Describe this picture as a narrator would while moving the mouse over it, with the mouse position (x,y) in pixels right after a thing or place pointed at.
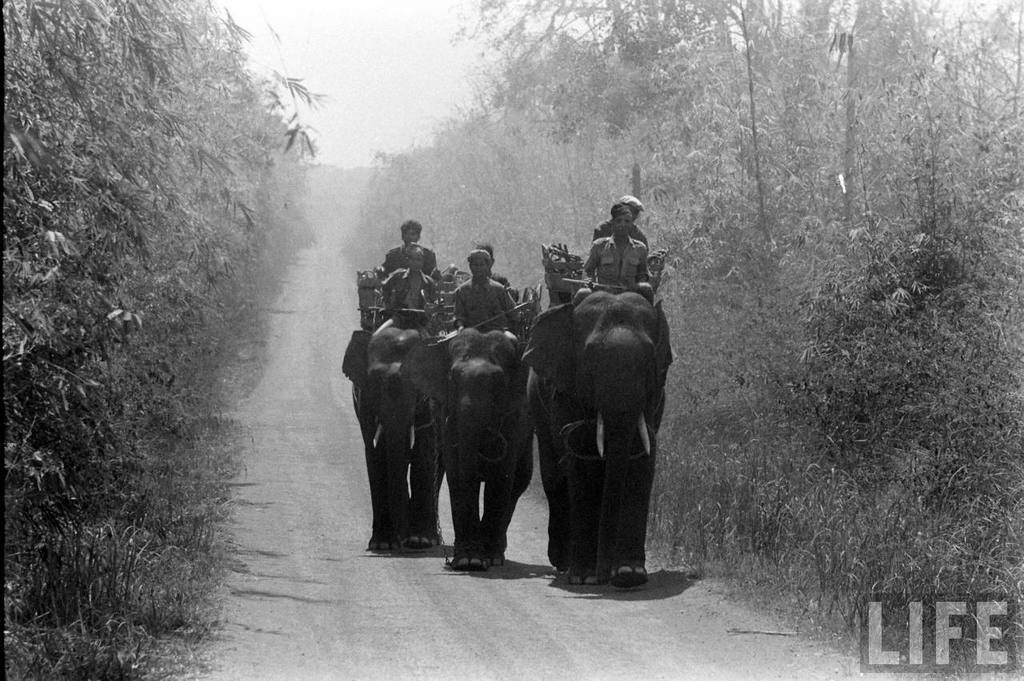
In the center (632,232) we can see few persons (410,234) were sitting on the elephant (483,459). In the background (500,138) there is a sky (377,63), trees (81,128) and road (302,518).
